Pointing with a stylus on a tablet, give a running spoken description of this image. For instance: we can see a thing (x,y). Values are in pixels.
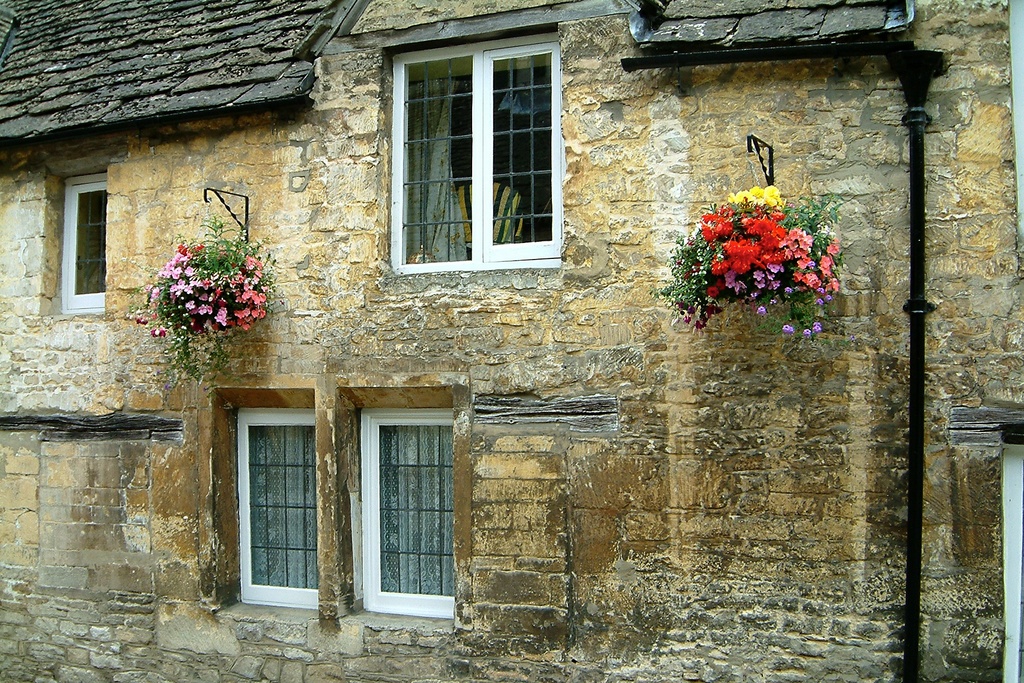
In this image there is a building (475,497) and we can see windows (252,430). There are house plants (761,283) and we can see flowers (731,258). On the right (921,206) there is a rod (921,202).
